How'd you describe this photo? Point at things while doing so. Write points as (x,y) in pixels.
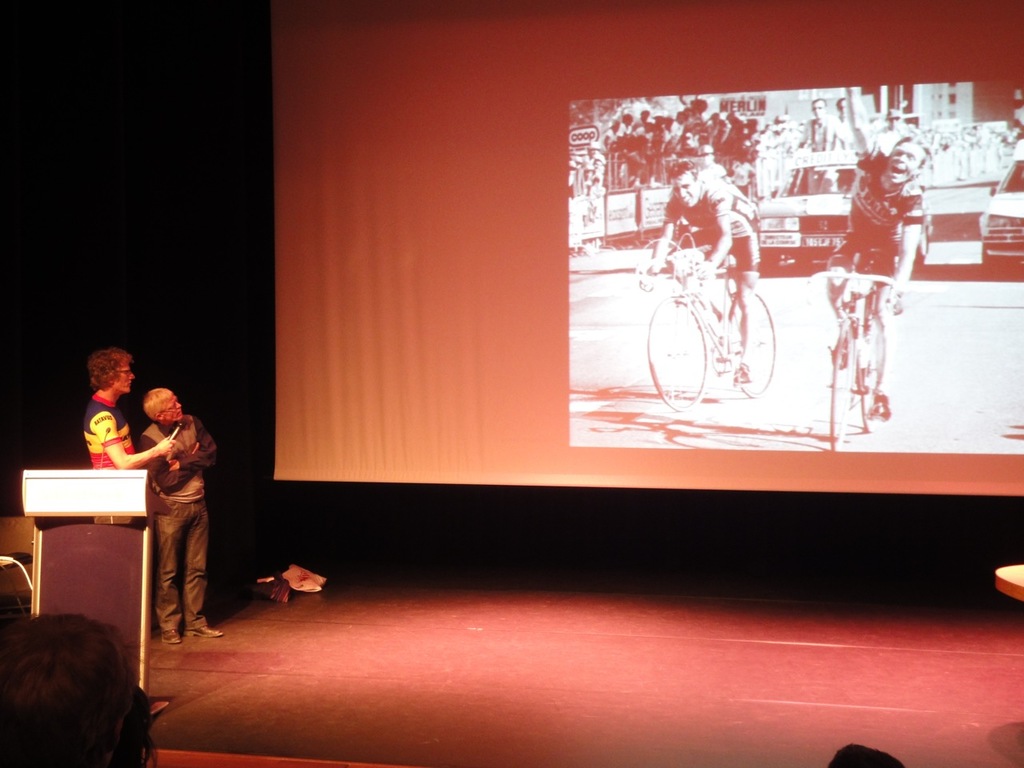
In this image there are two people (185,526) standing beside the dais (100,550). In the background of the image (341,434) there is a screen (796,298). In front of the image there are people (874,755). On the right side of the image (1020,575) there is a table (1007,574).
